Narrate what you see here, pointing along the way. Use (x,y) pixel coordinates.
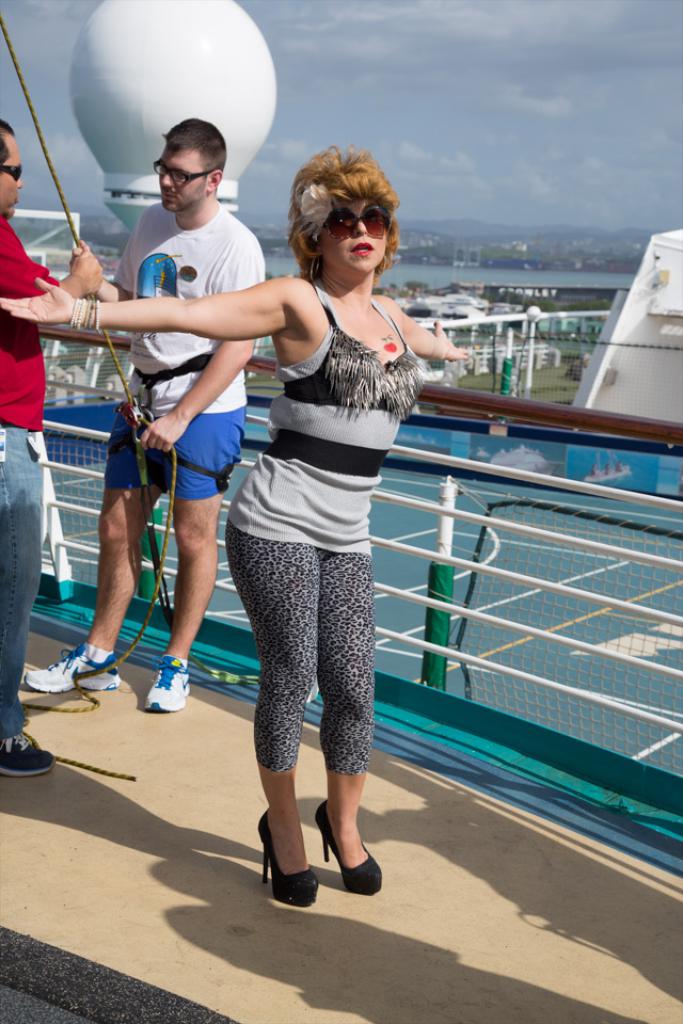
In this image I can see a person (359,597) standing and wearing goggles (330,218). There are 2 people (151,363) on the left (15,381). There are ropes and fence (526,321). There are buildings (561,295) and water (470,275) at the back (461,270) and there is sky (483,69) at the top (486,123).
